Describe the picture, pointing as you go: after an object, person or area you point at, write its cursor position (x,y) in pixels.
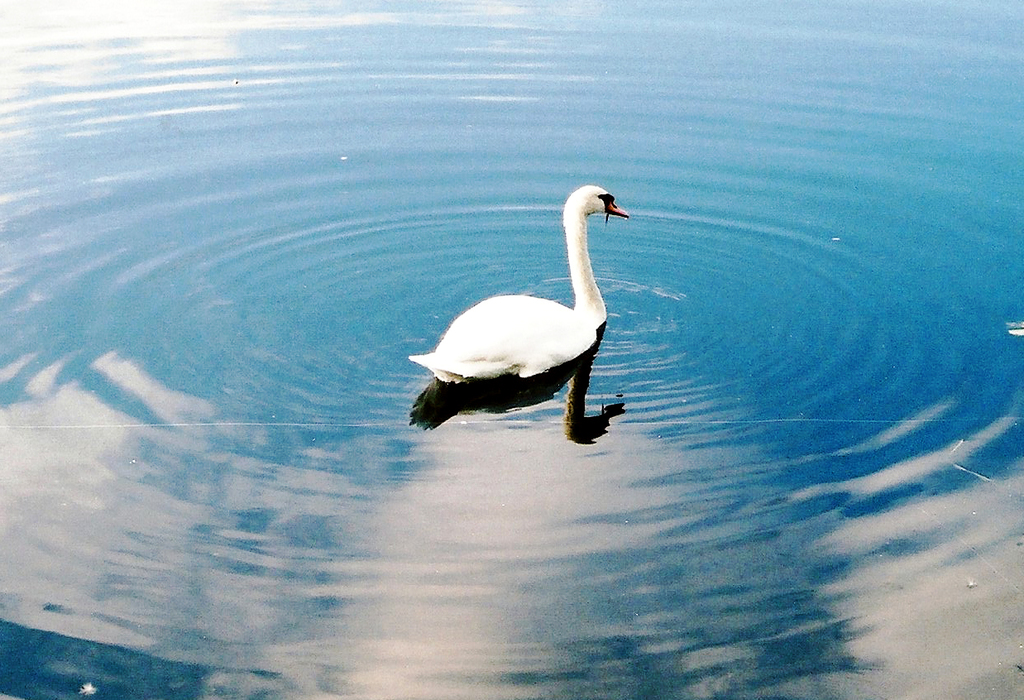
In this image we can see a swan (545,320) on the water (392,366).
